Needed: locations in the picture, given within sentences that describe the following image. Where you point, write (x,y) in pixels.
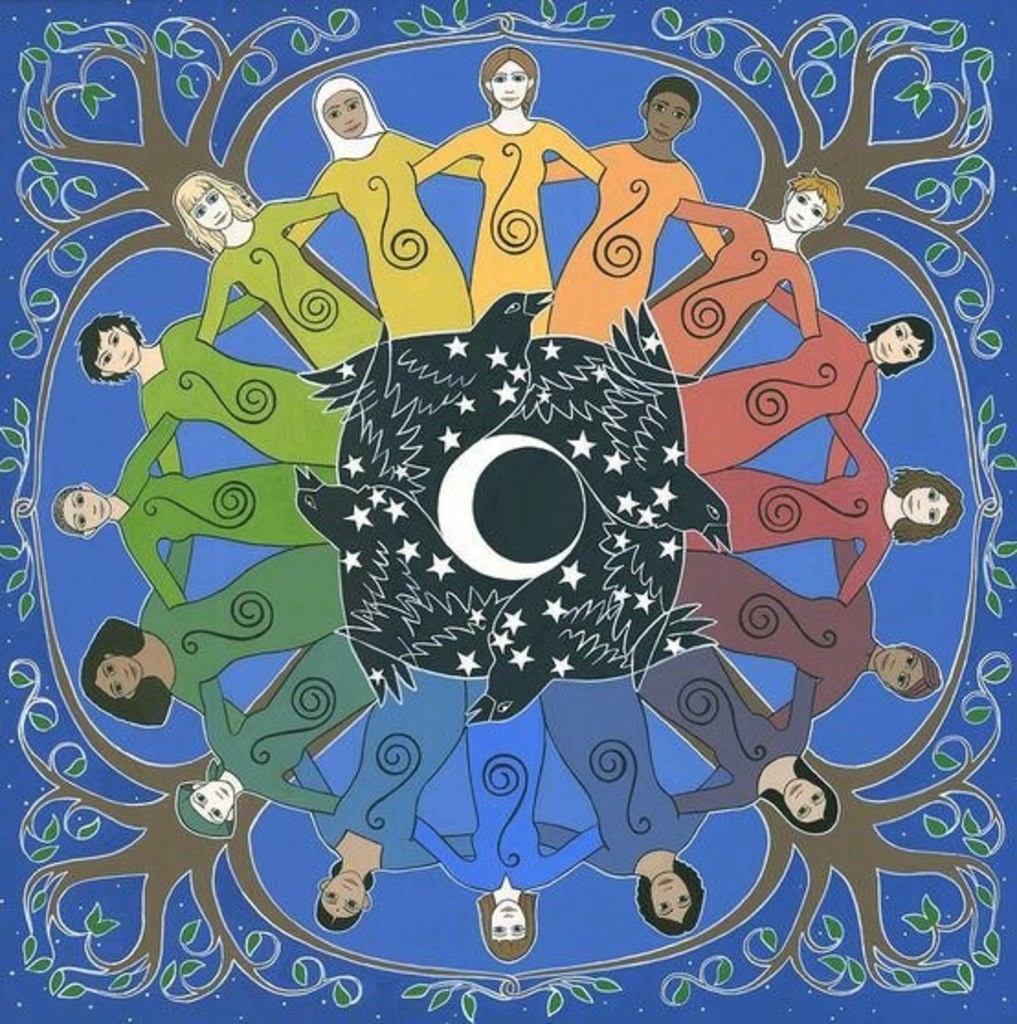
Here we can see an animated picture, in this picture we can see trees (184,248), persons (780,380) and birds (496,368).
